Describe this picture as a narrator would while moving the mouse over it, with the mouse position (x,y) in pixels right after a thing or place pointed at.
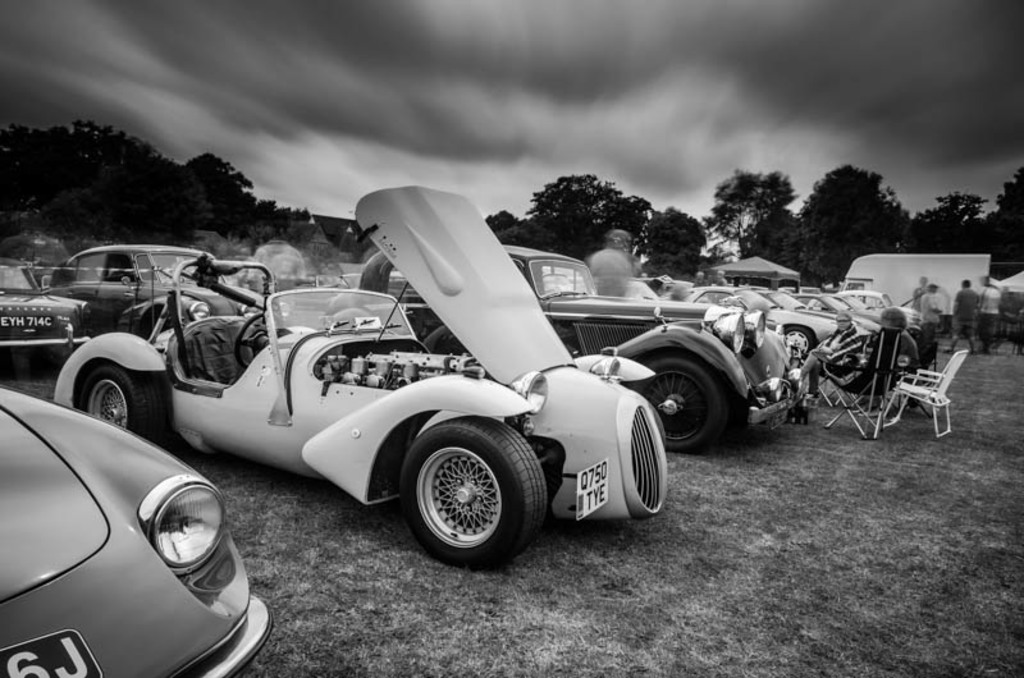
This is a black and white picture. At the bottom (458,588), we see the grass (800,617). In the middle (482,342), we see the vehicles (451,424) parked on the grass (997,388). On the right side (880,364), we see two people (903,350) are sitting on the chairs (874,378). Beside them, we see an empty chair (957,371). Behind them, we see the people (937,302) are standing. Beside them, we see a white color tent (1006,283) and a vehicle (937,260) in white color. There are trees (152,190) in the background (224,197). At the top (432,161), we see the sky (621,137).
